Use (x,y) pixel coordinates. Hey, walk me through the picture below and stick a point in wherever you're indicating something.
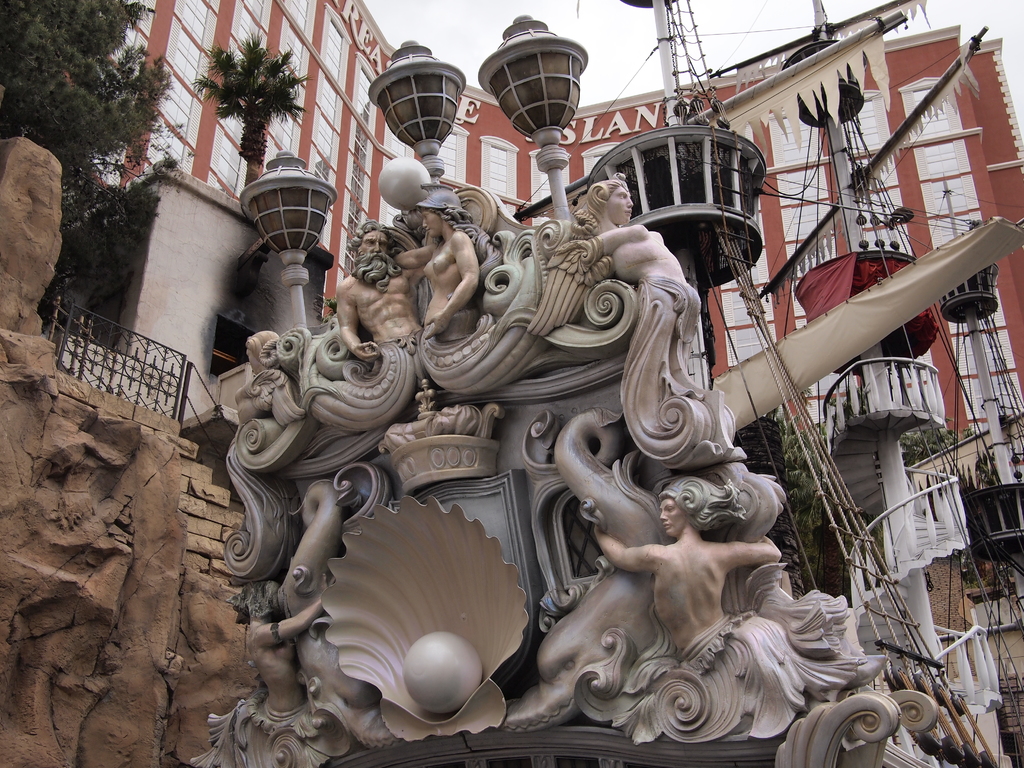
In this image in the center (518,319) there are some statues (728,559) and ropes (765,314), lights (281,208) and some other objects (1002,543). In the background (959,141) there are some buildings (303,73) and plants (292,79).
